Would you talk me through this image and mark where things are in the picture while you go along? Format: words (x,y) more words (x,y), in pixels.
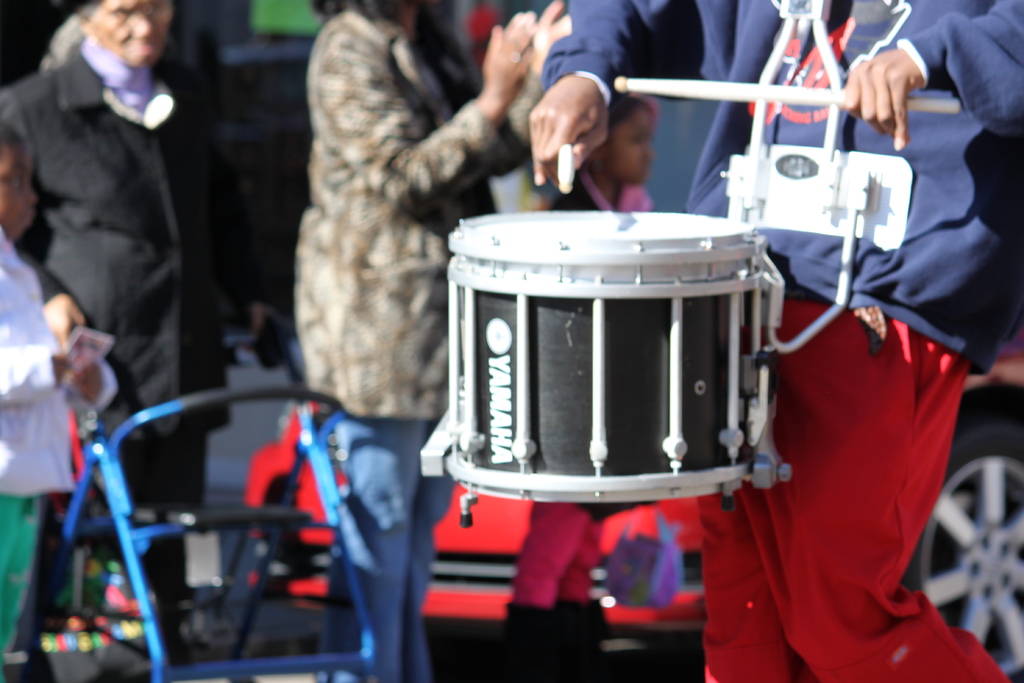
a person (943,224) is wearing a blue t shirt (945,193), a red pant (910,486) and playing drums (675,354). behind him there are people (82,213) standing. at the back (455,540) there is red car (965,501).
